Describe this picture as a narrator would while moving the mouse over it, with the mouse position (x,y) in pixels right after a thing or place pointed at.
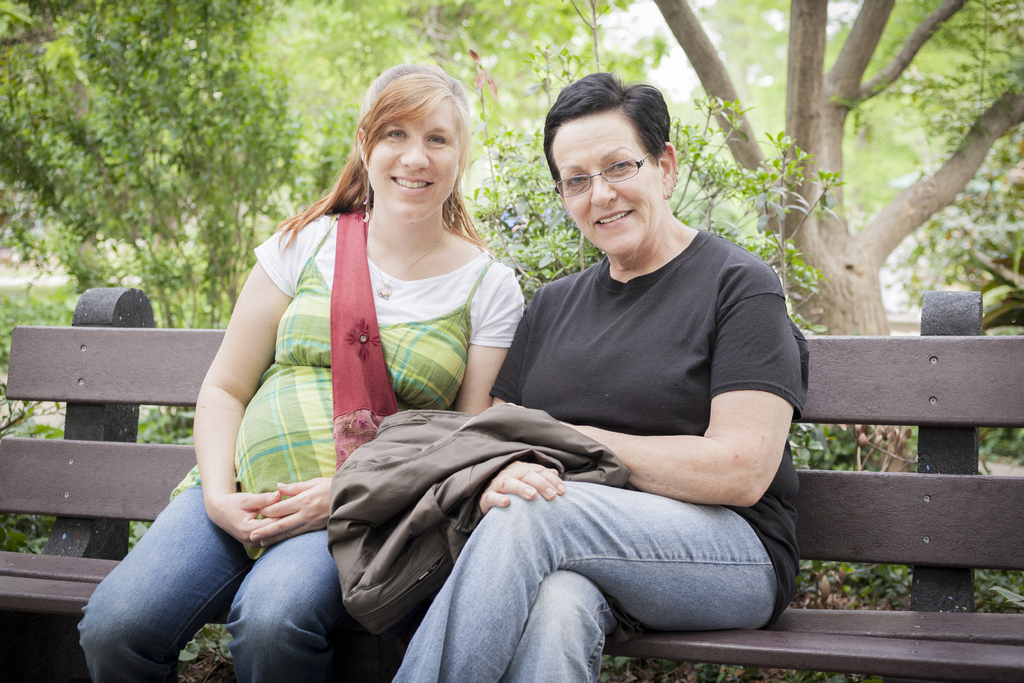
In this image I can see two persons (610,389) sitting on the bench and the person (610,389) at right (793,517) is wearing black shirt (687,313), blue pant (651,522) and the person (293,390) at left (283,387) is wearing green shirt (256,392), blue pant (127,589). Background (870,247) I can see trees (532,237) in green color and the sky (670,76) is in white color.
